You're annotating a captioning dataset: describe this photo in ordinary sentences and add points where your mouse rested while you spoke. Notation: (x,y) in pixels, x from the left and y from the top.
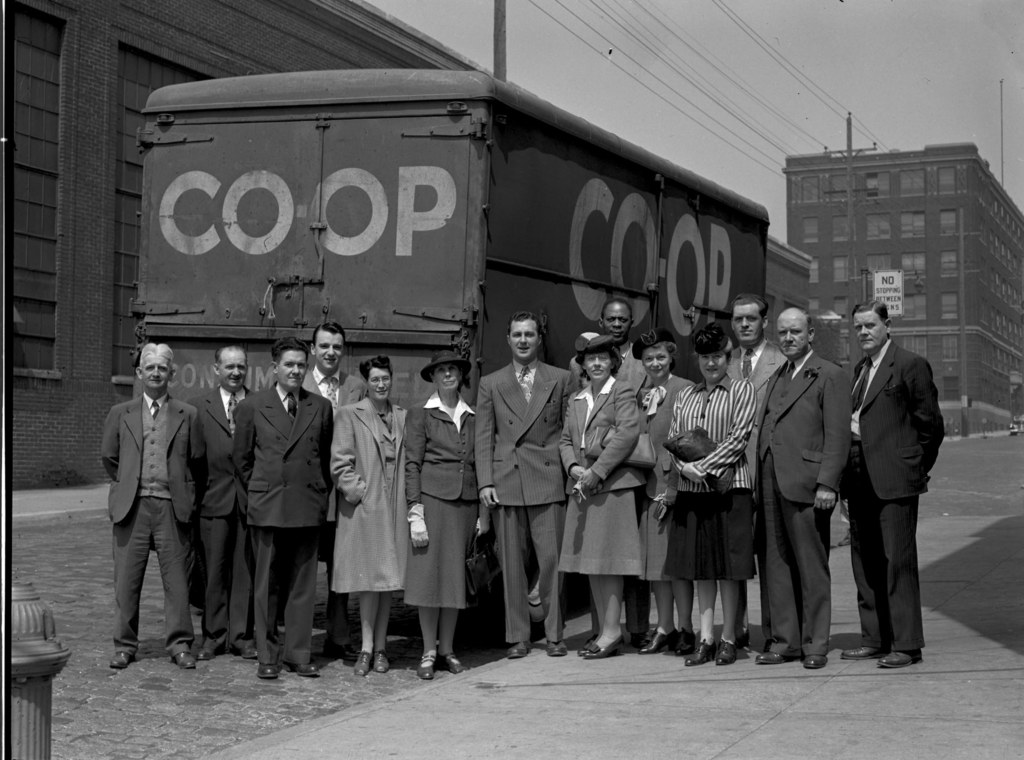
In the image we can see there are many people (602,470) standing, wearing clothes (445,509) and some of them are wearing a cap (587,349), these are the shoes (366,661), vehicle (412,266), buildings (935,221) and these are the windows (948,269) of the building (937,285), these are the electrical wires (713,99), fire hydrant (48,650) and a sky (825,116).
